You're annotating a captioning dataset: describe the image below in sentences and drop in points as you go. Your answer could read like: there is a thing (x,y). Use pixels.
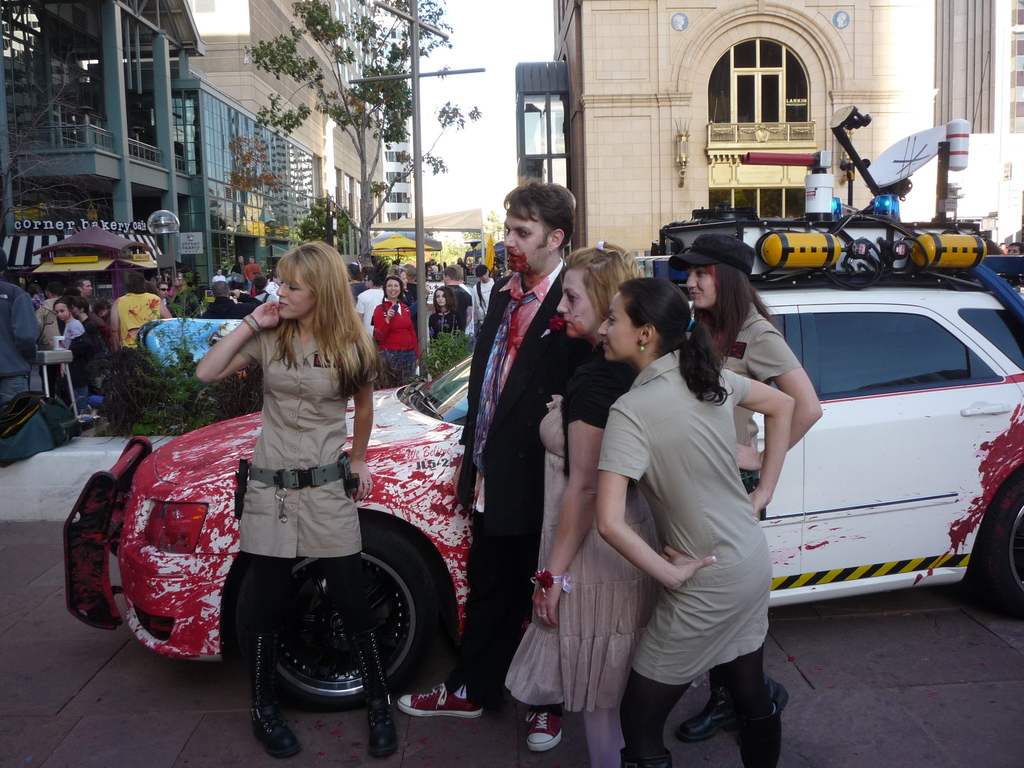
In this image I can see 5 people (548,605) standing. The person (541,259) at the center (539,300) is wearing a suit (547,316). There is a car (429,502) behind them which is stained. There are other people (429,275), poles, trees (339,27) and buildings (221,177) at the back (284,178).
